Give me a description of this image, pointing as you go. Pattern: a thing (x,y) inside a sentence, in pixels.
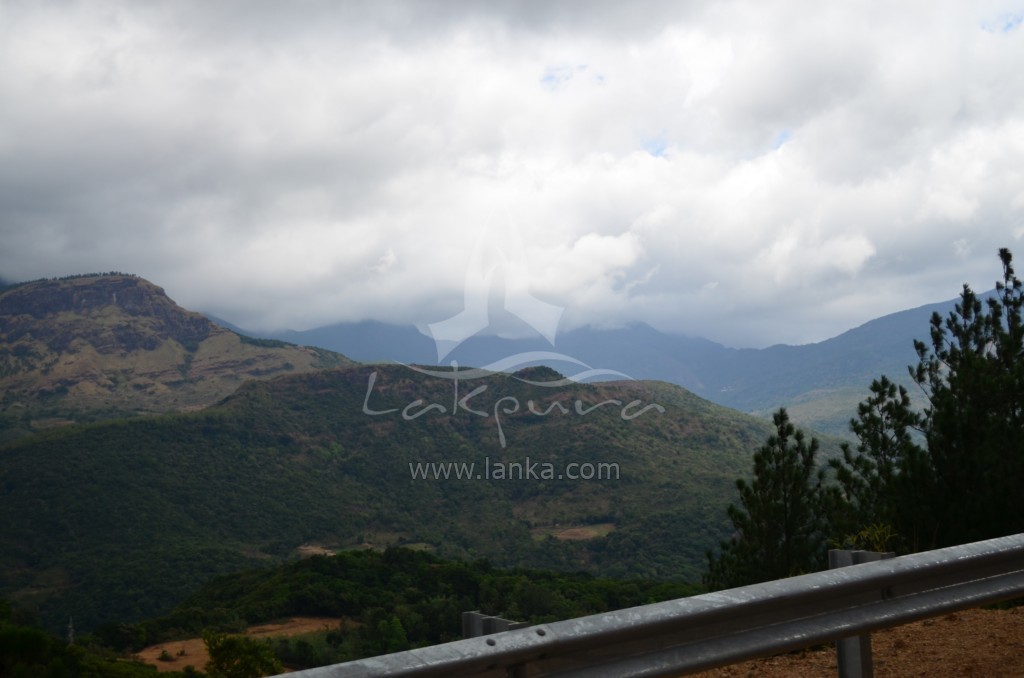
This is an outside view. At the bottom (710,641) there is a railing (801,607). On the right side (877,502) there are trees (840,470). In the background (454,383) there are many hills (233,417) and trees (466,494). At the top of the image (571,108) I can see the sky (290,175) and it is cloudy. In the middle of the image (447,343) there is a watermark (503,437).
